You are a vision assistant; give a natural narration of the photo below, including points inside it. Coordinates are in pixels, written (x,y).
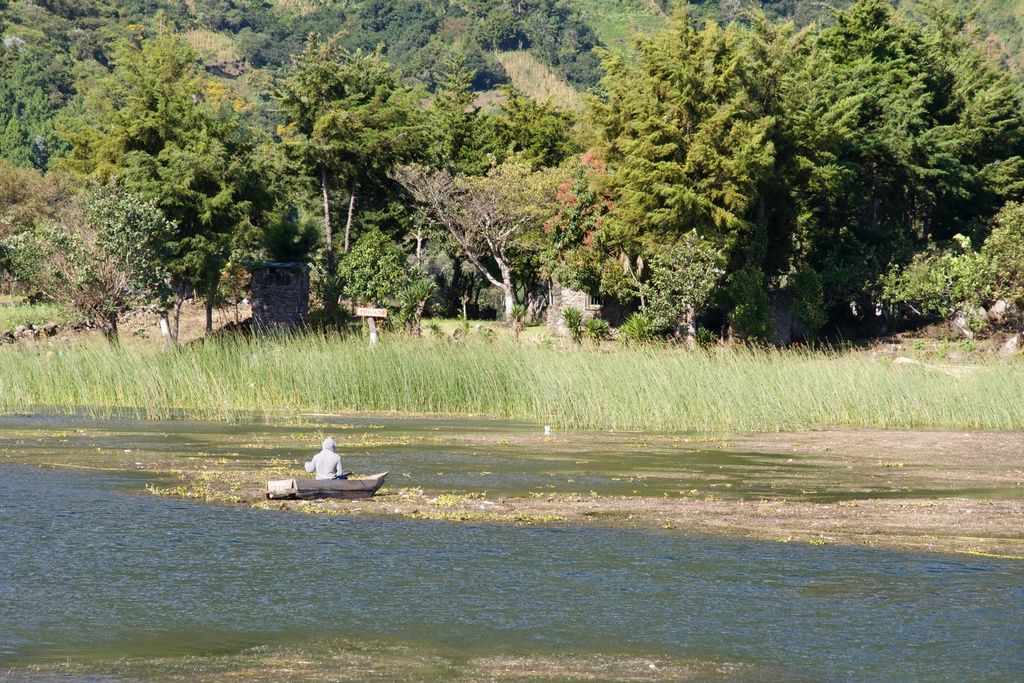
In this image we can see a boat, and a person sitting in it, here is the water (340,543), here is the grass (121,396), here are the trees (304,185).
